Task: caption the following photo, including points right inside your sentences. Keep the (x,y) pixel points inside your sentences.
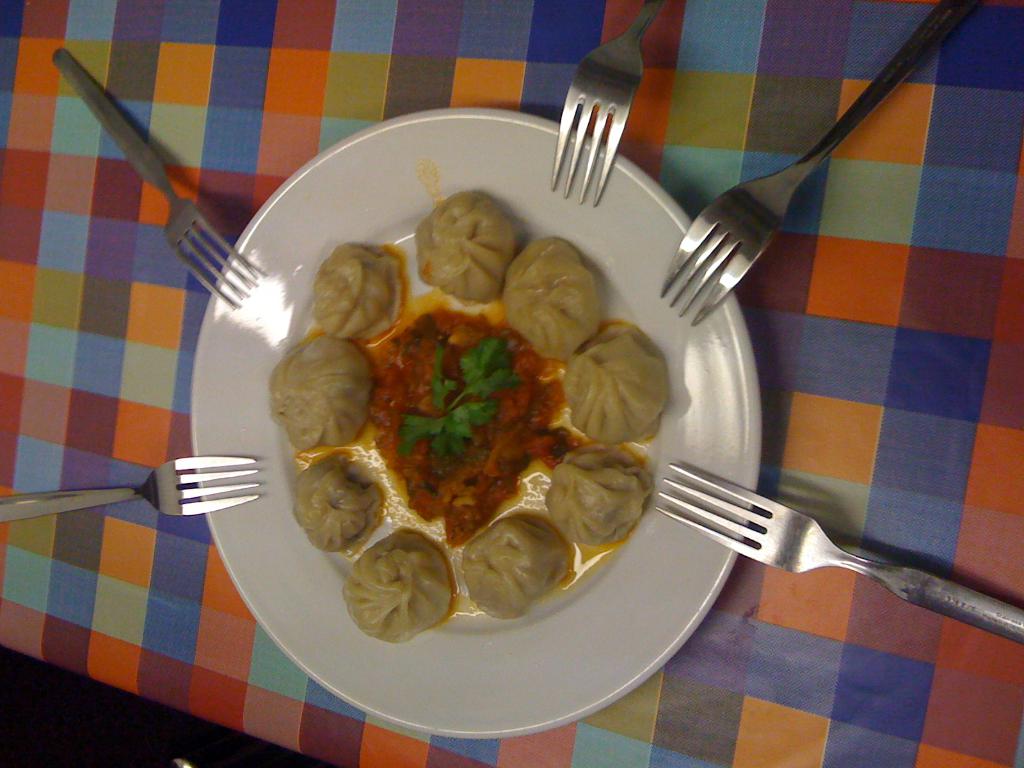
In this image there are momos (307,439) and some other food items (426,378) in a plate (397,372), around the plate (235,386) there are forks (723,211) on the table (800,343).
